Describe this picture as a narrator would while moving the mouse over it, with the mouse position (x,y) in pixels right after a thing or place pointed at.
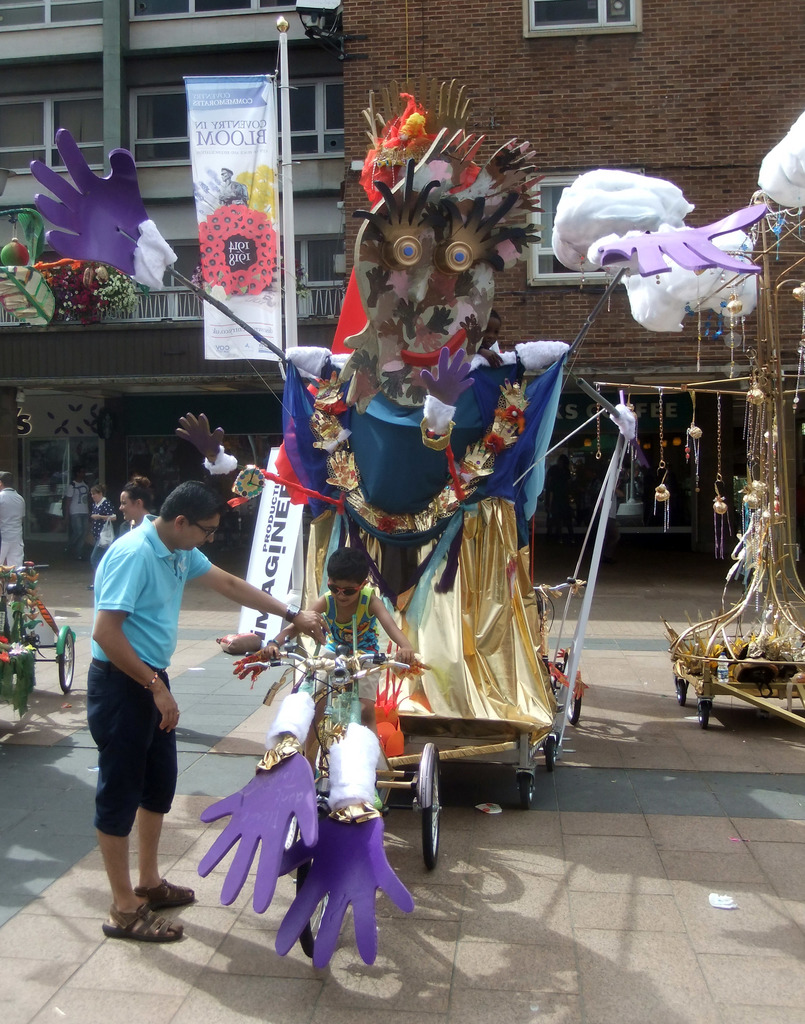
In this picture we can see a boy (334,642) is sitting on a bicycle (290,656) and on the left side of the boy (335,621) there is a man (148,673) standing on the path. Behind the kid (329,593) there are some decorative items (367,441) and some people (99,513) are walking on the path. Behind the people (78,509) there is a banner (252,206) to the pole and a building (577,132).
